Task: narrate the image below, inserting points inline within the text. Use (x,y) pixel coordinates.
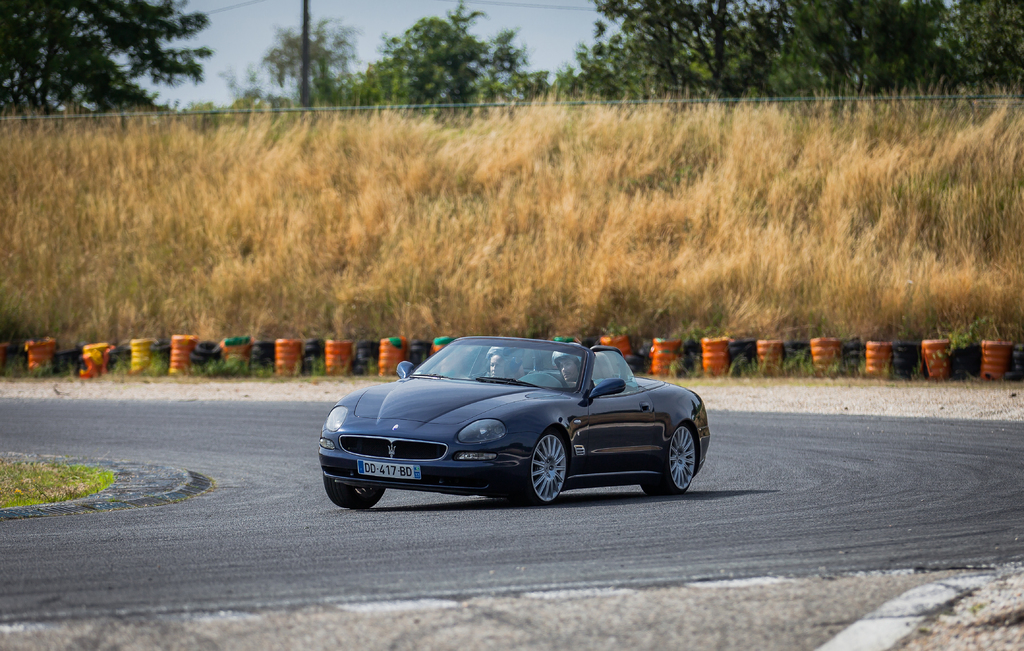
A car (483,461) is on the road (670,501), these are trees (453,73).
